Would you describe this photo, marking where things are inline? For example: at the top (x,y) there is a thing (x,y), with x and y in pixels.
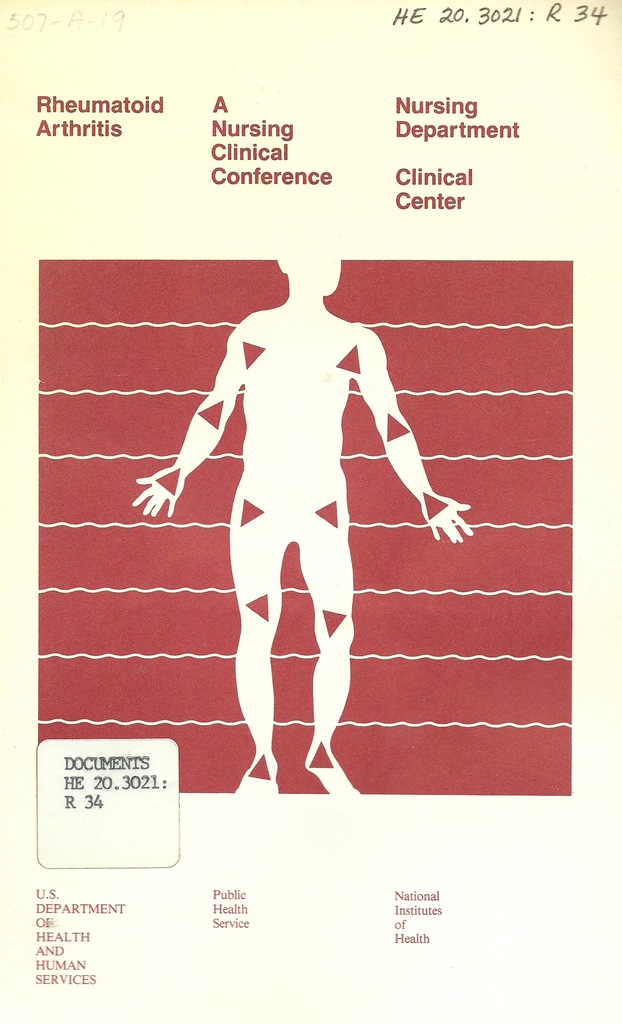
This image is a drawing. In this image we can see depiction of a person (255,347). At the top (500,25) and bottom we can see text (65,923).
